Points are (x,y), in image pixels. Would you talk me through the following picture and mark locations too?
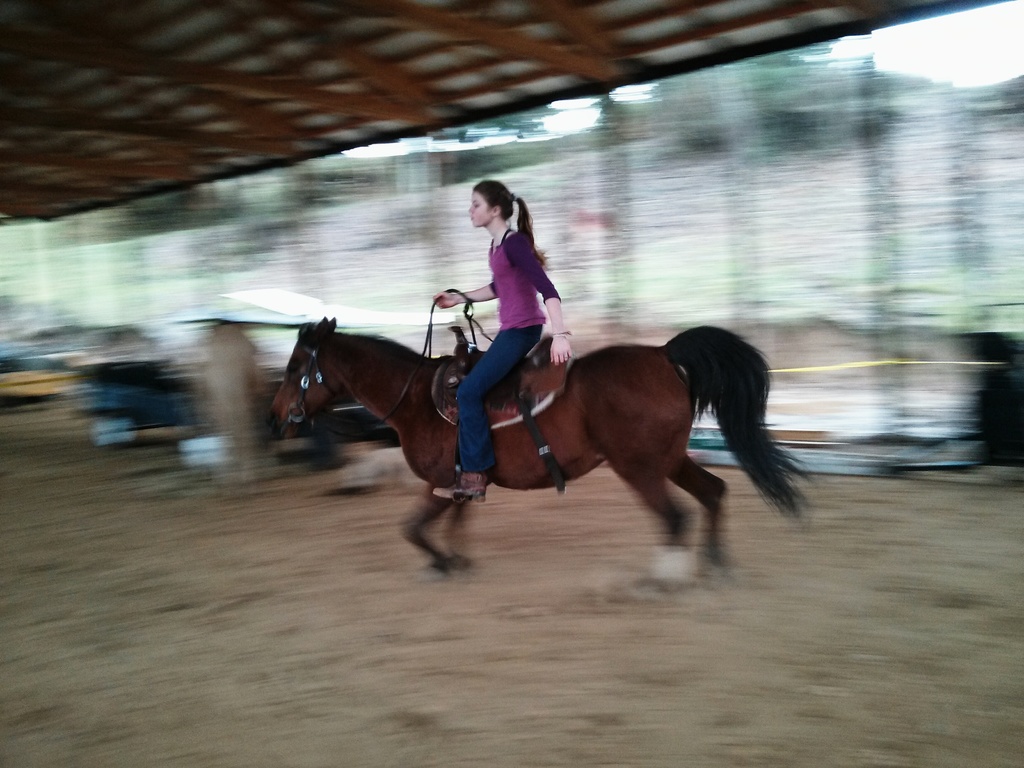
In this image there is a horse (514,454) running, there is a woman (502,309) sitting on the horse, there is the sky (951,35) towards the top of the image (975,40), there are trees (620,117), there is the roof (145,156) towards the top of the image (321,86), there are objects (174,417) on the ground (511,603), the bottom of the image (428,576) is blurred.
